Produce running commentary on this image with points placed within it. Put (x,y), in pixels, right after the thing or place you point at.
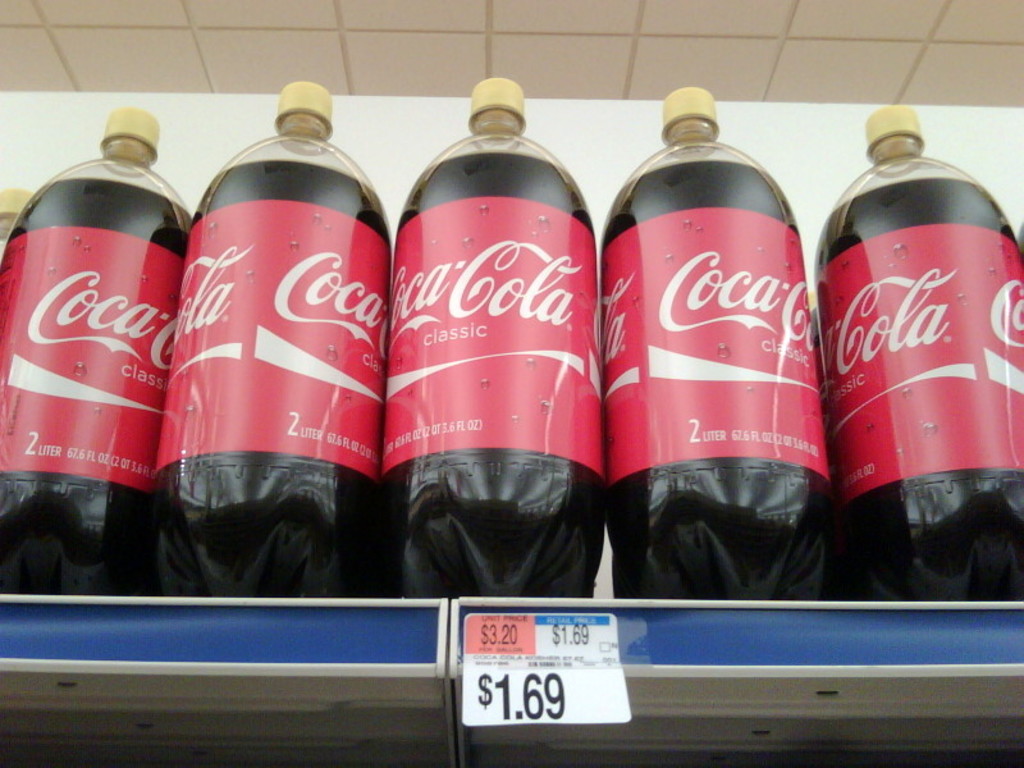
In this picture there are 5 beverage bottles (477,225) arranged in a shelf (124,640).
